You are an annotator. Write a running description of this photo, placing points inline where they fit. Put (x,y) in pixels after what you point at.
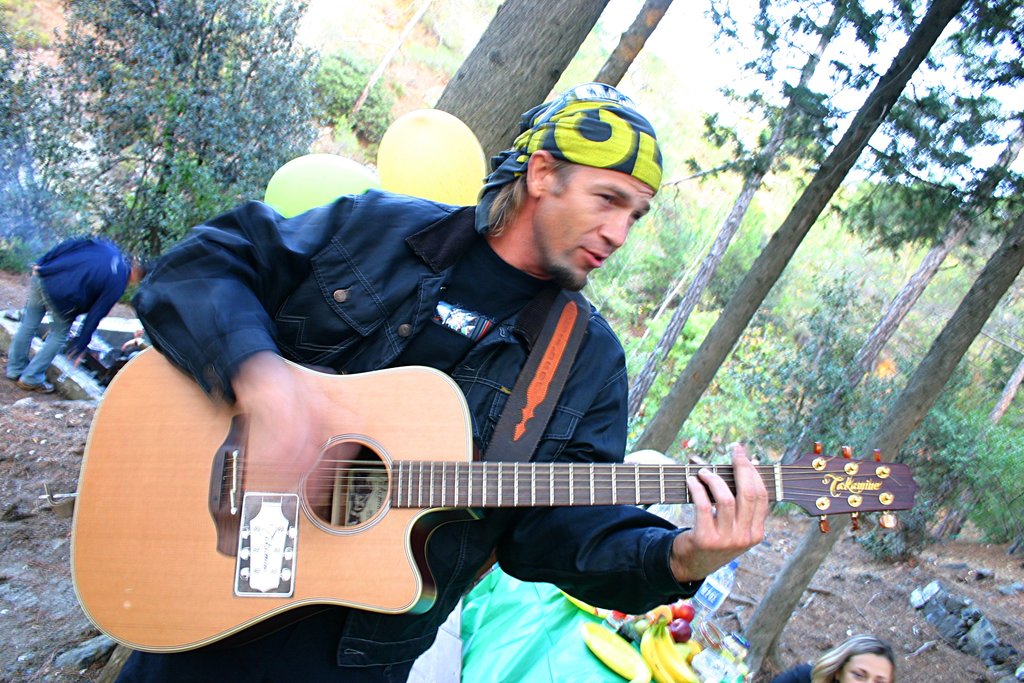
In this image I can see a three persons (832,666). In front (167,426) the man (280,382) is playing a guitar (282,503). At the background (161,129) we can see trees (188,110) and there are food (683,654) on the table (695,642).
